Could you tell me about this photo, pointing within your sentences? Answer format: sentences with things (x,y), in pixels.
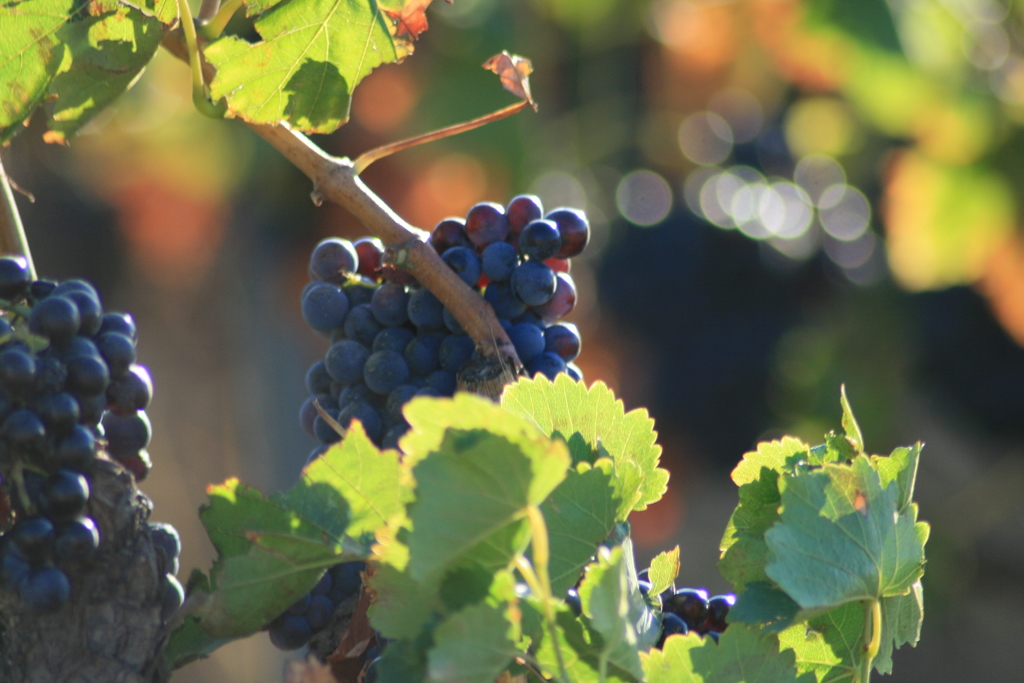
In this image, we can see a stem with leaves (83,51) and grapes (393,331) and the background (987,198) is not clear.
